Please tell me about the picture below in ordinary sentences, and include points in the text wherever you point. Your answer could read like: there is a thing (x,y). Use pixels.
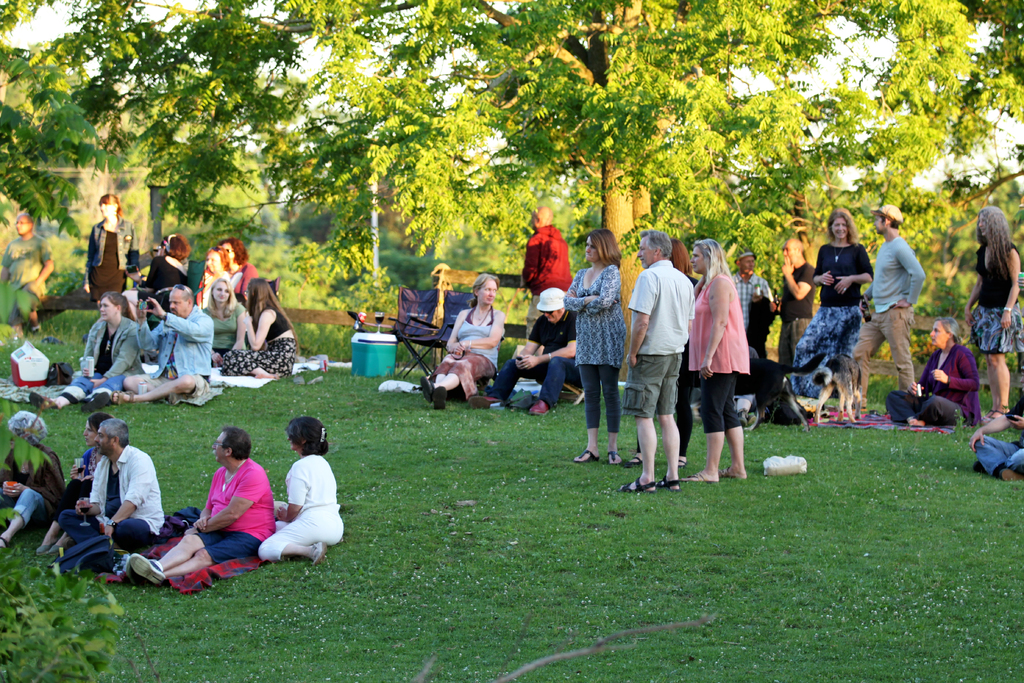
In this picture I can see there are a group of people (310,453) here, few of them are standing and few of them are sitting on the floor (508,667). There are trees (556,130) in the backdrop (730,147).
